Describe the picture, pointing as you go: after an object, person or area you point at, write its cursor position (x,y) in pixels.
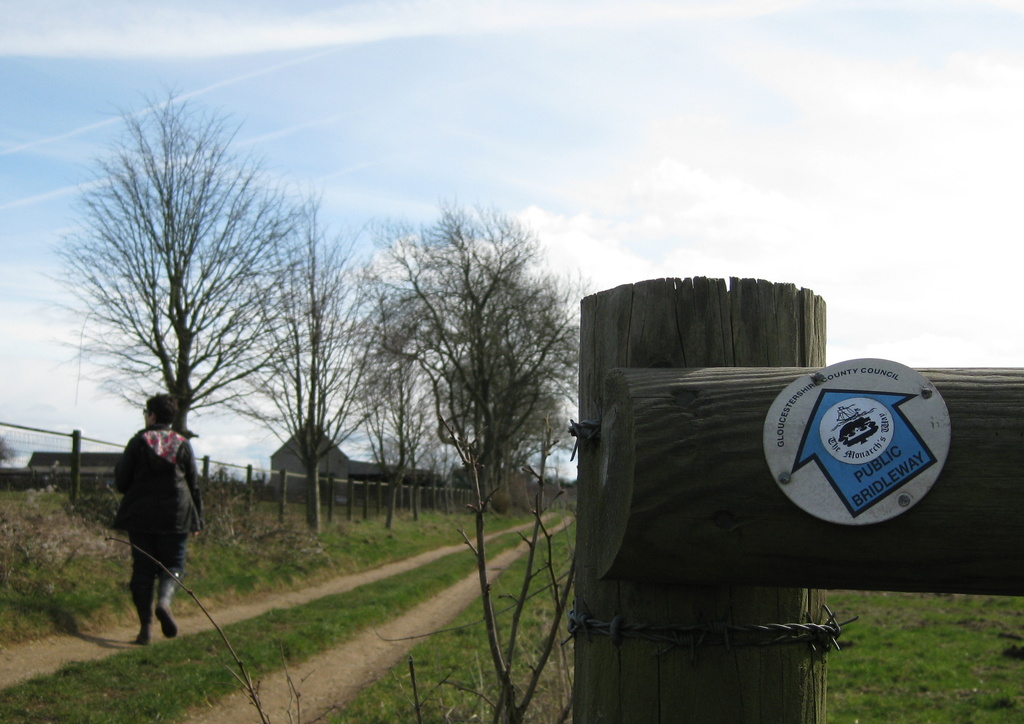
In this image on the left (186,478) there is a person (144,519) walking. On the right side (776,529) in the front (728,521) there is a wooden log (677,502) and there is a tree (478,495). On the ground (387,629) there is grass (444,643). In the background (310,447) there buildings (325,458) and there are dry trees (368,357) and the sky (512,187) is cloudy.
